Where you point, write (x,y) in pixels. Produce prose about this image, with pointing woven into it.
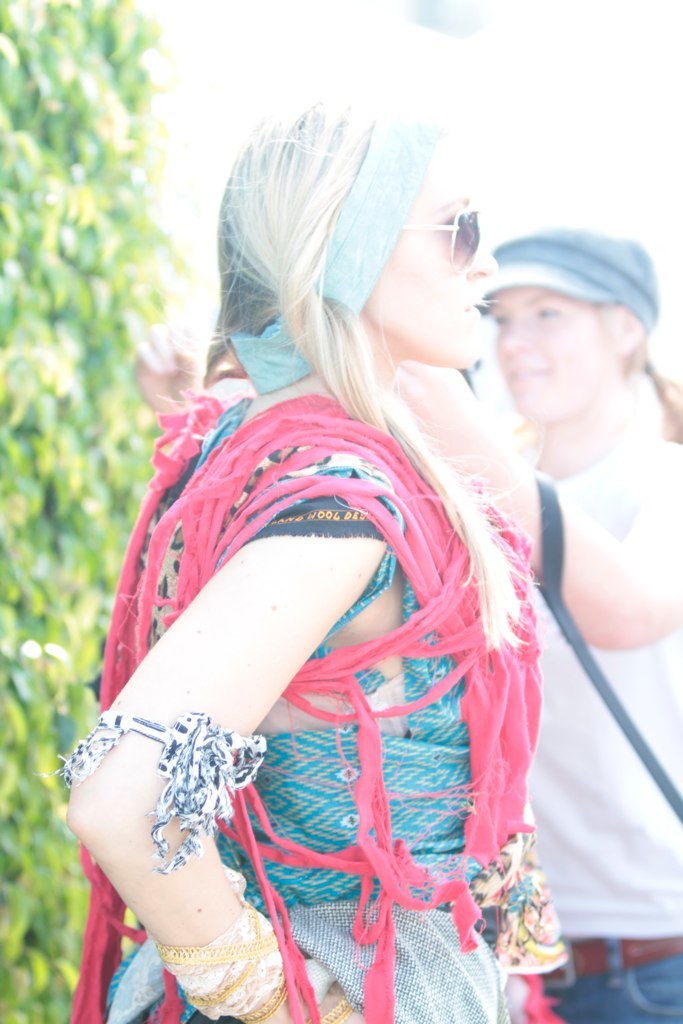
In this picture we can see two persons (564,553) are standing, on the left side (41,397) there is a tree (31,336), a person (569,444) in the background (593,279) wore a cap (606,286).
